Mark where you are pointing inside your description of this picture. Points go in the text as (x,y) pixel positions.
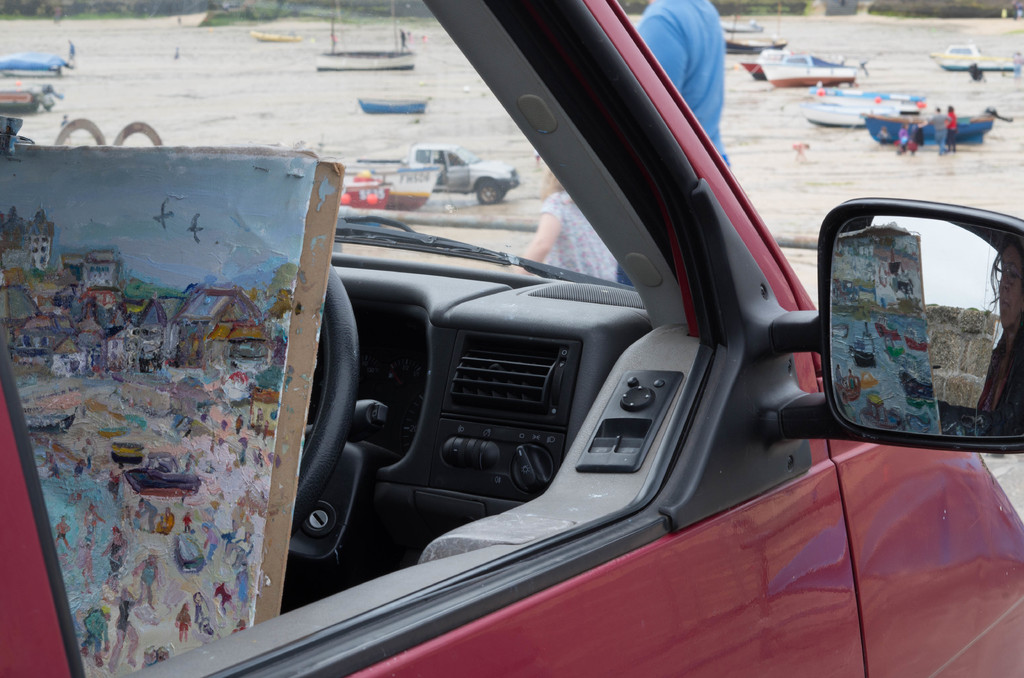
In the image we can see a vehicle (670,508). Behind the vehicle (660,335) two persons (538,252) are standing. Behind them there is sand (797,190). Above the sand (959,146) there are some boats (851,118) and vehicles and few people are there.
